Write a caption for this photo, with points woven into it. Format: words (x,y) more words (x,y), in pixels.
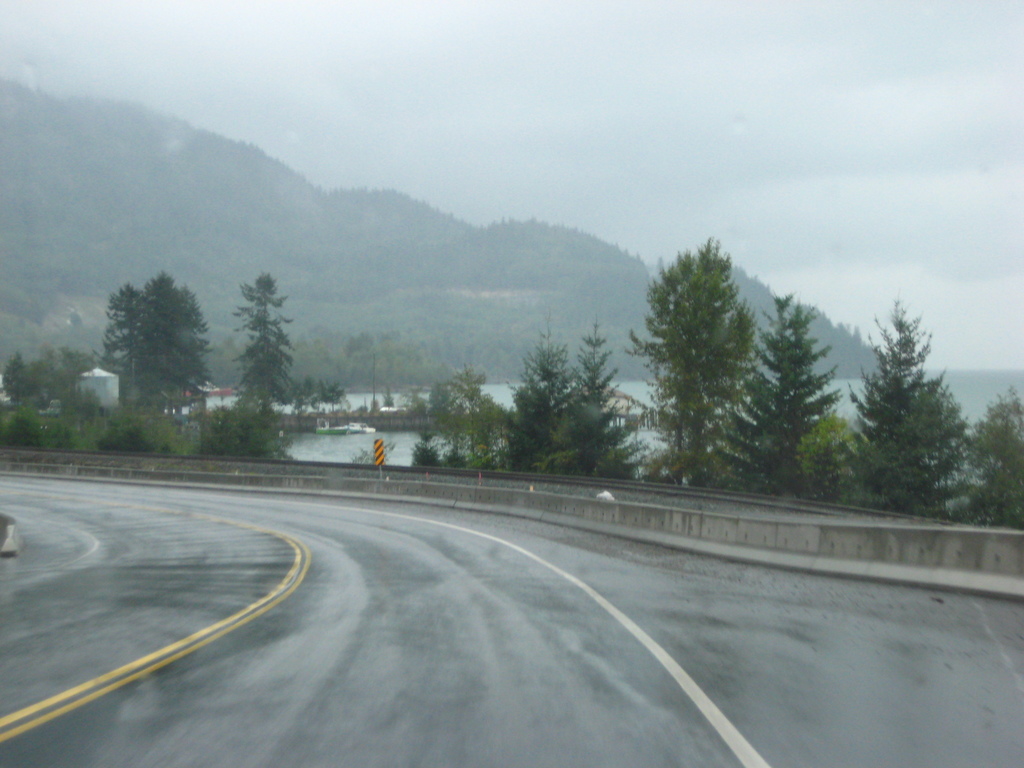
In this image there is the sky (472,106) towards the top of the image (754,120), there are mountains (318,262) towards the left of the image (209,229), there is water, there are plants (492,418), there is road (303,620) towards the bottom of the image (343,621).
